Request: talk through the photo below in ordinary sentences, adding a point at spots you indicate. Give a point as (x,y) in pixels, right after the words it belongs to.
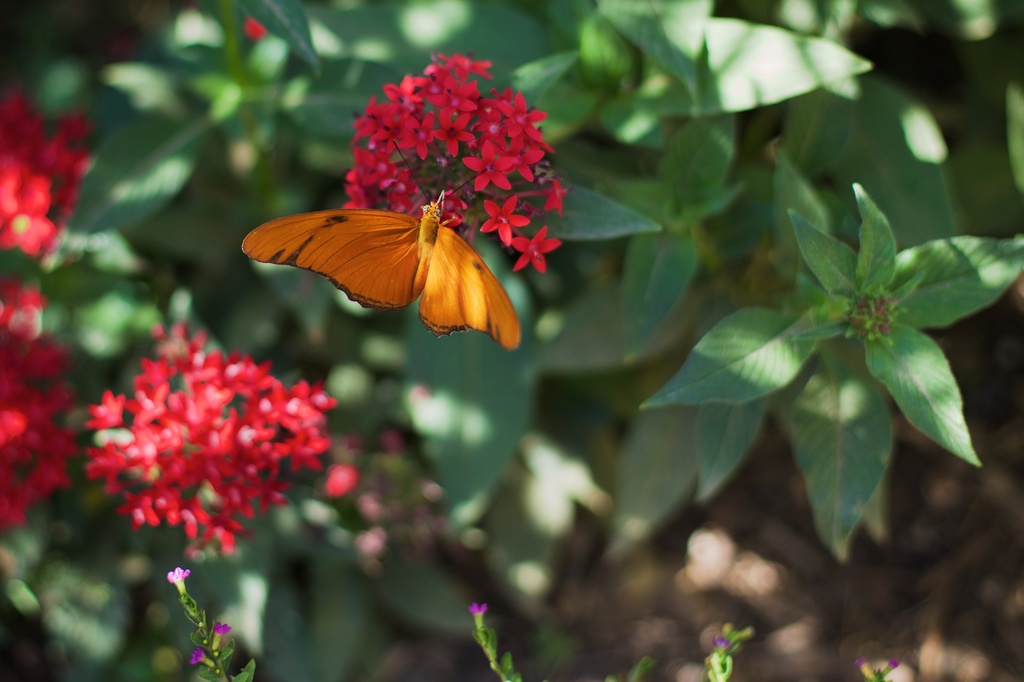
In this image we can see an insect (394,277) such as a butterfly (424,242) on the flowers (492,164). And we can see the leaves (776,317) and plants (171,116).
